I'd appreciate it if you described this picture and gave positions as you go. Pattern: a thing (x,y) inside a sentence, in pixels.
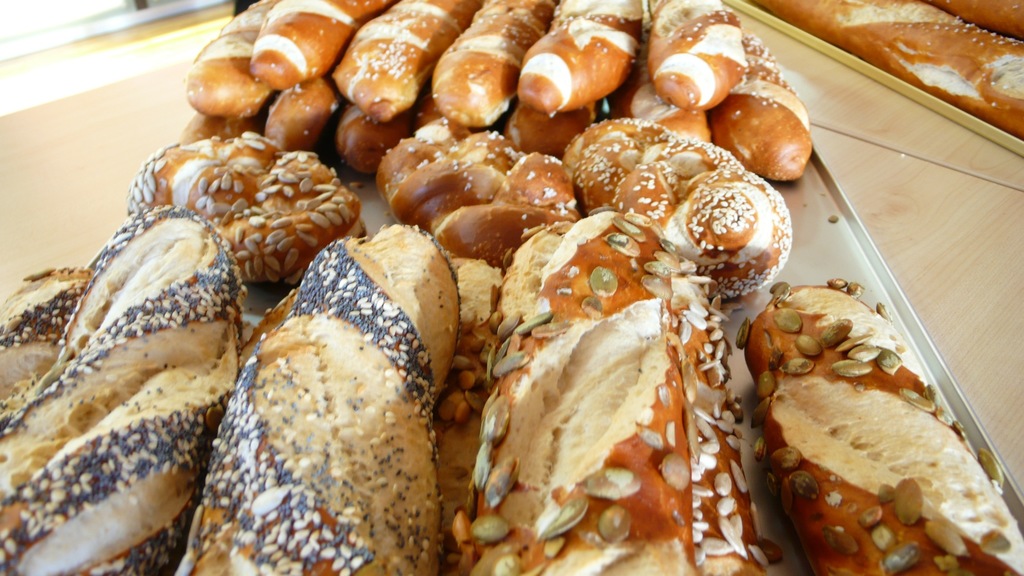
In this image I can see few food items (393,361) in the tray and the food (364,358) is in brown, cream and black color and the tray (852,250) is on the wooden surface (921,272).
